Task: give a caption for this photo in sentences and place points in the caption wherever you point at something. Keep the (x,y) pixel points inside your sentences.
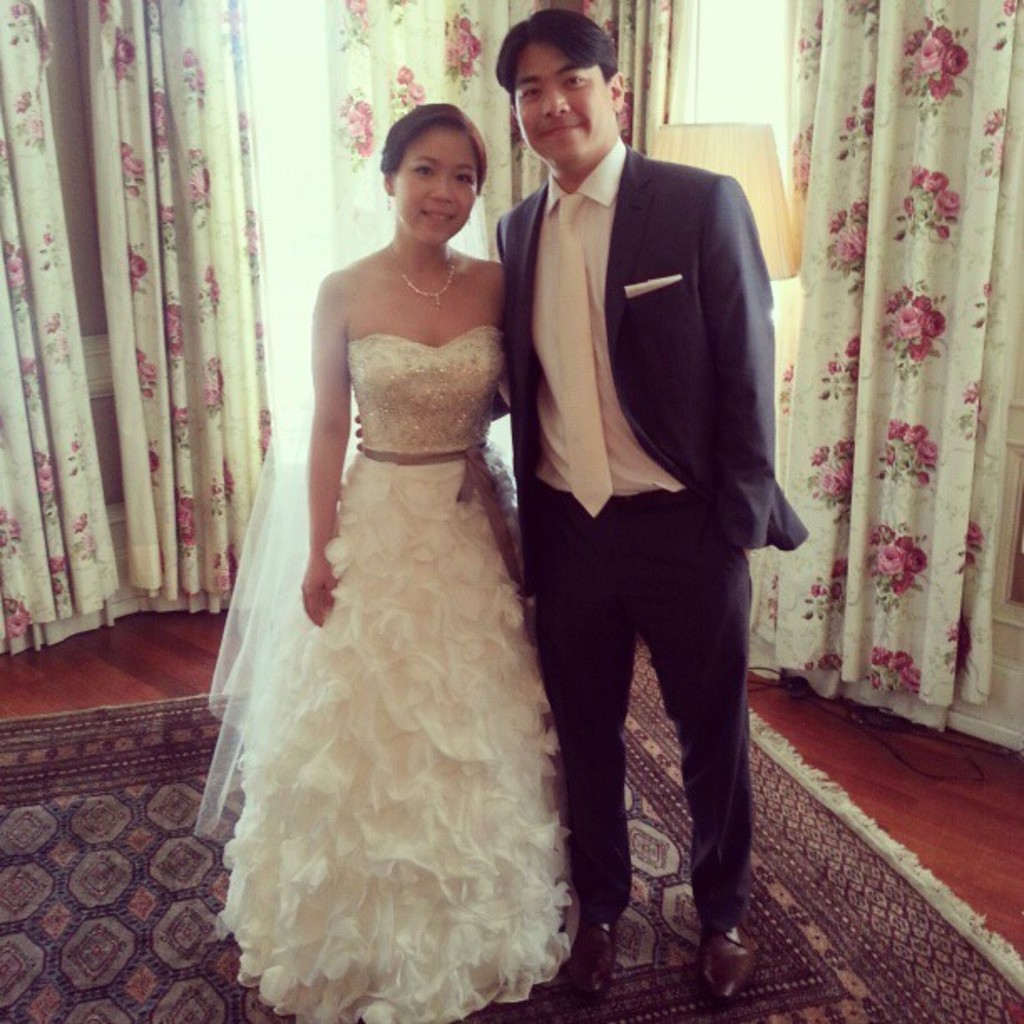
This is the man (650,568) and woman (397,560) standing and smiling. I can see the carpet (158,788) on the floor (158,657). These are the curtains (152,149), which are hanging. This looks like a lamp (749,198), which is behind the man (703,201). I think this is the window (770,69).
